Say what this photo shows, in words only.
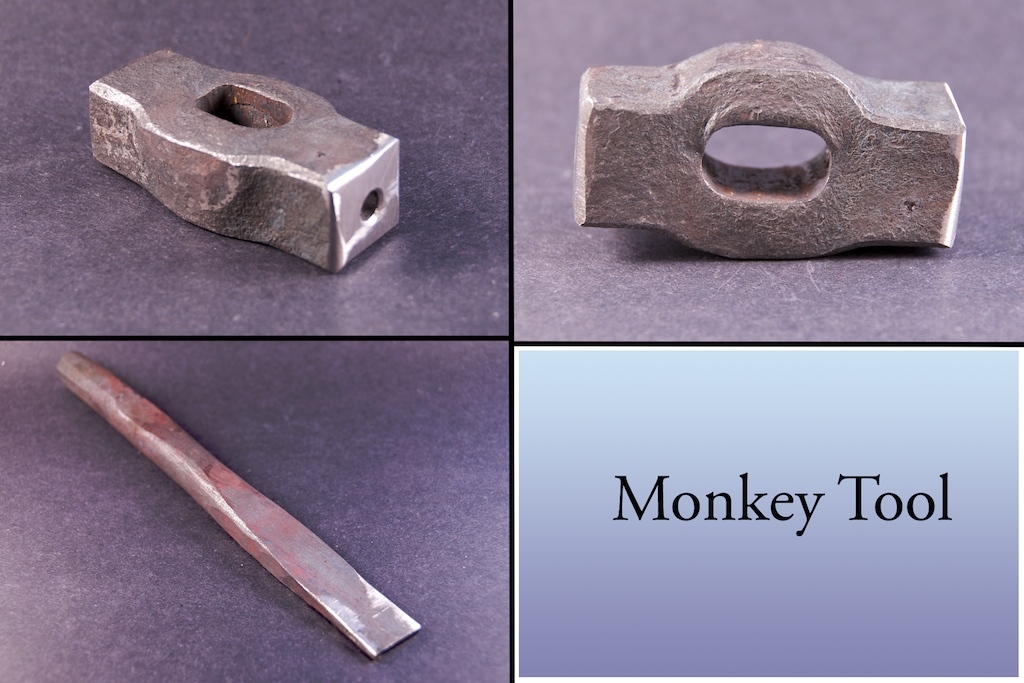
In this picture I can see the collage image. I can see three metal objects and text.
